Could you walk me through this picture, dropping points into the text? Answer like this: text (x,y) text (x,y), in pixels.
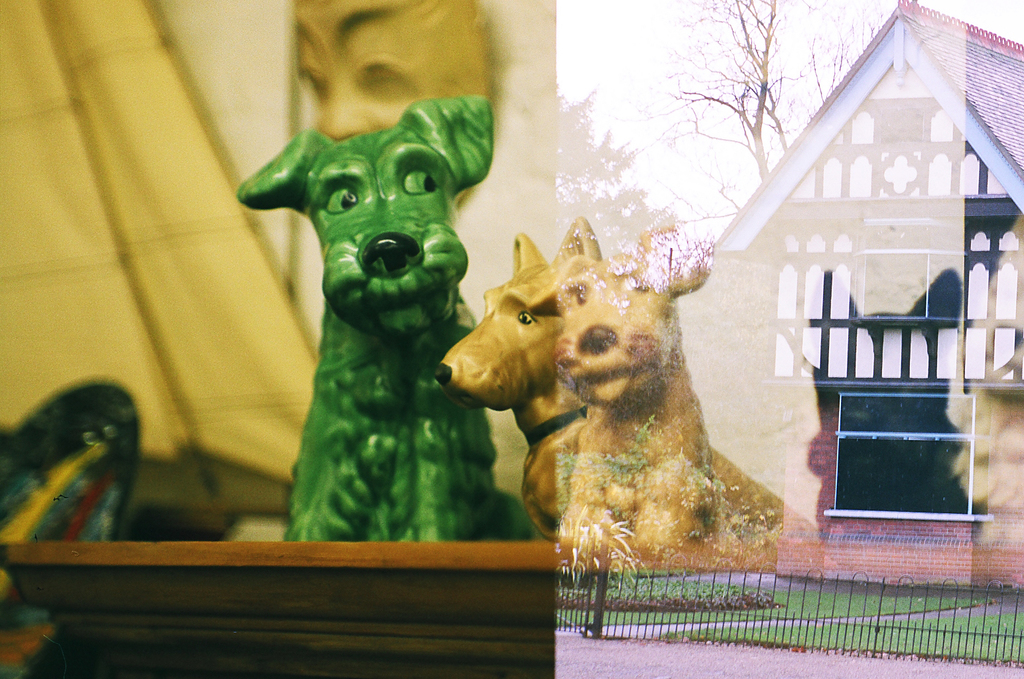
On the left side of the image (324,526) we can see toys (341,524) on the wooden platform (160,561), behind toys (345,231) it is blurry and we can see objects (93,379). On the right side of the image (984,111) we can see reflection (663,526) of a toy (659,507), fence (759,583), grass (854,645), plants (694,592), house (932,201) and trees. In the background of the image (658,65) we can see the sky (658,88).
